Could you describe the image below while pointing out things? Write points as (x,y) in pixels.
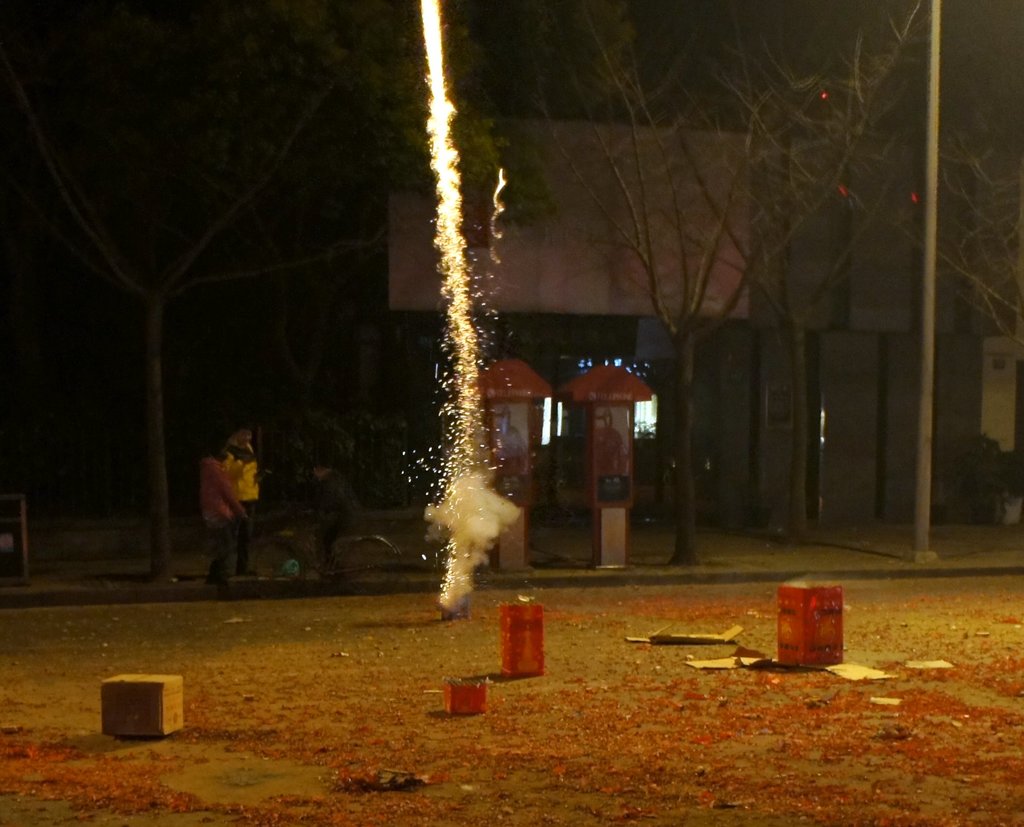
On the road (395,758) there are many crackers (388,749) and also there are cardboard boxes (164,701) on the road (563,683). Behind them there is an object (461,609) with rockets (475,427) are coming out. Behind them there is a footpath (968,532) with two red color machines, trees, buildings (908,232) and few people (220,534) are standing.
